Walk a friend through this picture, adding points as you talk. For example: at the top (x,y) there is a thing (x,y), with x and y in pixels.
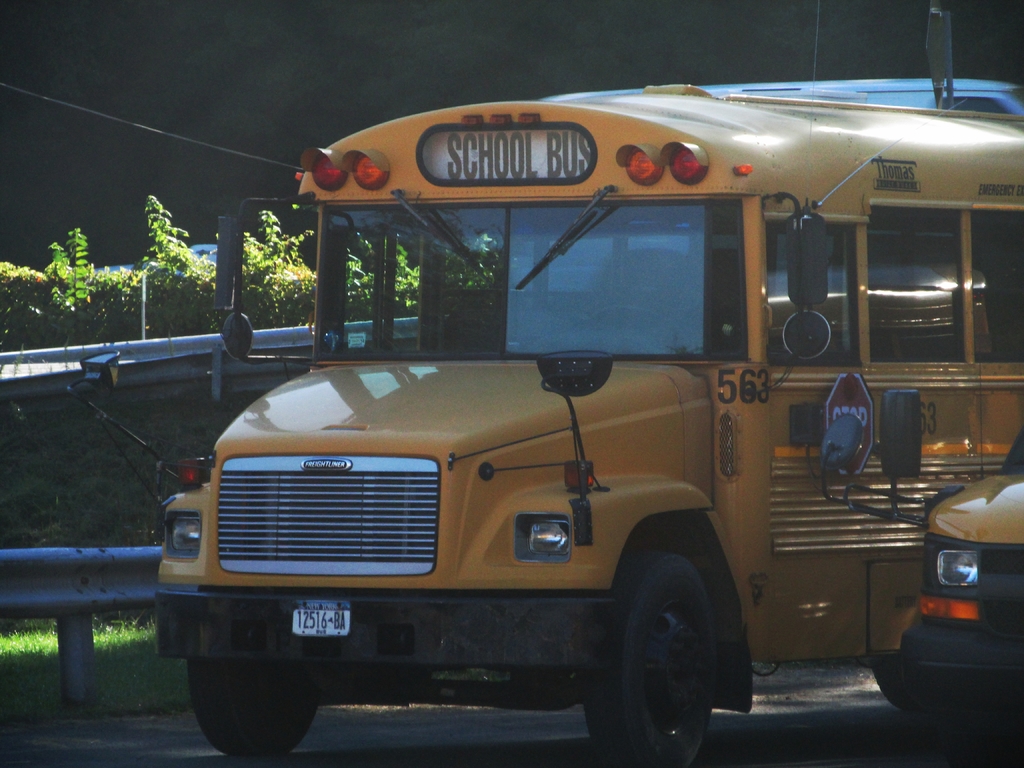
In this image there is a school bus (864,540) and a vehicle (981,692) on the road (910,736), and in the background (68,482) there is grass (92,459), plants (50,291).
